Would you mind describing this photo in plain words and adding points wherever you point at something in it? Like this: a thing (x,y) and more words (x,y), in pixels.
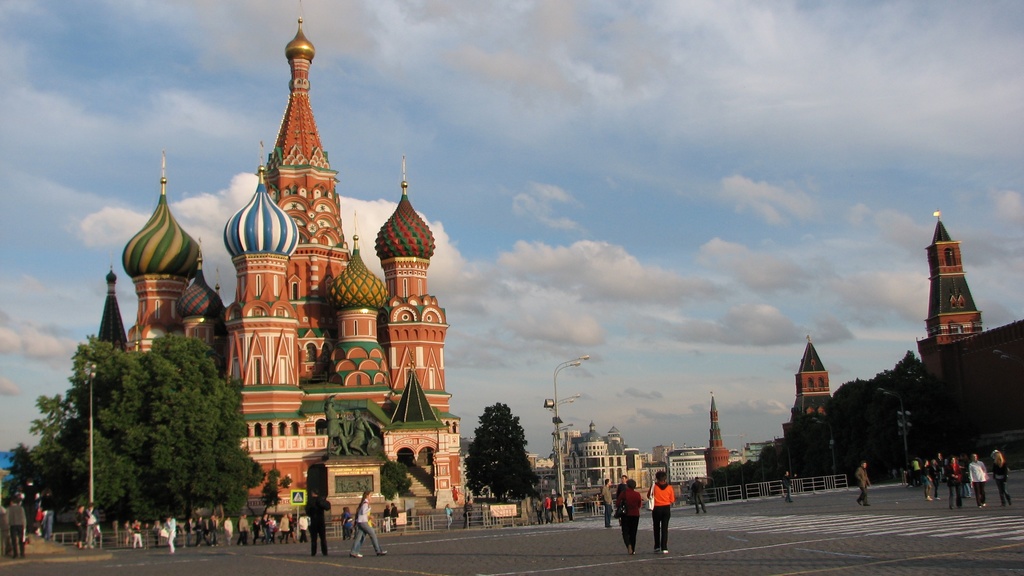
In this image there are buildings (813,388). There are trees (87,478). There is a statue (368,424) in the left middle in front of the building (340,373). There are street lights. There are people (326,509) on the roads (504,549). There is a road (425,555). There are clouds (620,285) in the sky (621,344).
